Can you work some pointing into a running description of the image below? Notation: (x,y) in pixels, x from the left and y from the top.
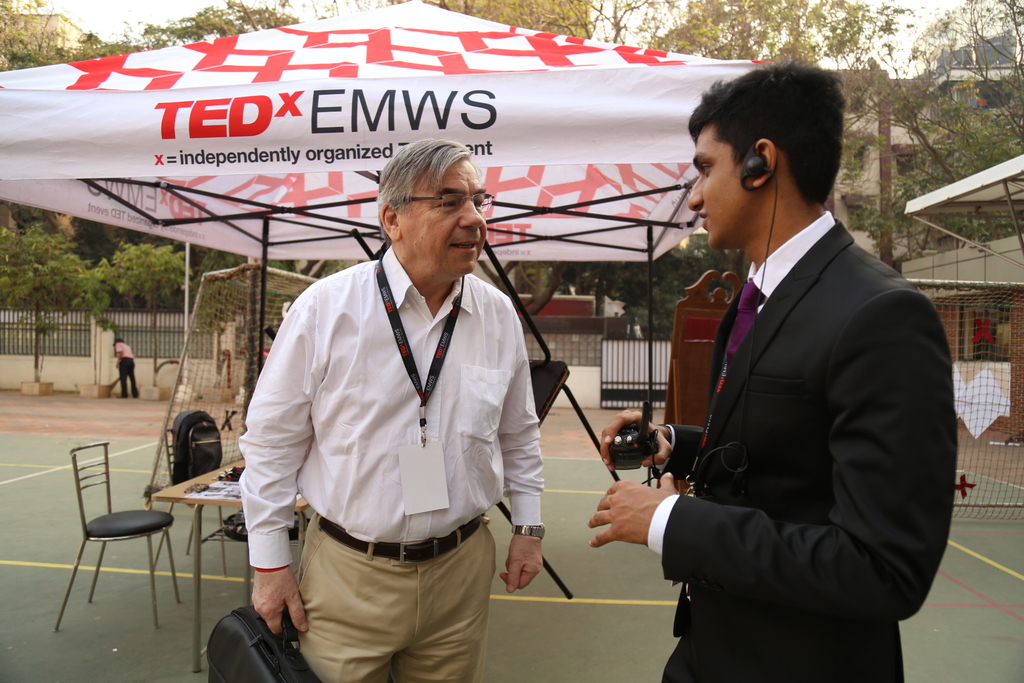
In this picture we can see a man (353,517) wore an id card (399,346), spectacles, holding a bag (259,642) with his hand (292,579) and in front of him we can see a man (783,131) holding a device (657,441) with his hand (666,430) and at the back of him we can see a tent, table (230,468), bag (195,434), chairs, nets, trees (39,327), wall (572,356), person (121,352) and some objects (994,374).
